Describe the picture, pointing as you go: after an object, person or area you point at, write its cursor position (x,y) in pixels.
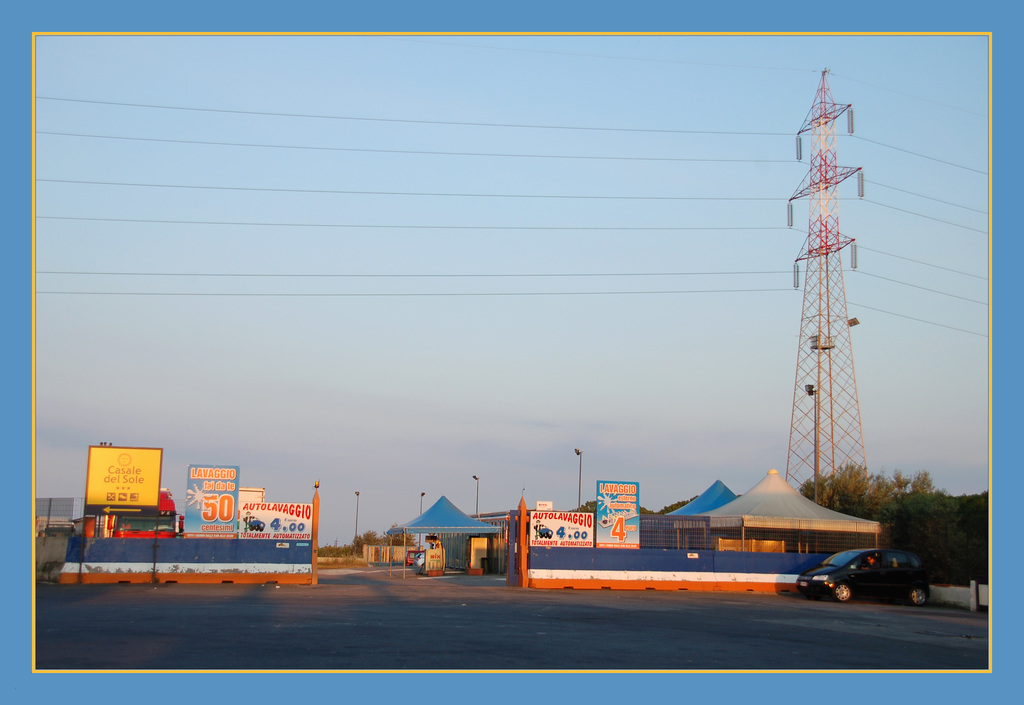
This is an edited image. At the bottom (322,651) there is a road (361,621). Beside the road (463,637) there are many buildings (742,551), trees (947,559) and light poles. On the right side (896,583) there is a car (853,570) and a transformer (831,305) along with the wires (780,272). On the left side (101,467) there are few boards (195,513) on which I can see the text (218,537) and there are few tents (770,515). At the top of the image (300,72) I can see the sky (474,212).
